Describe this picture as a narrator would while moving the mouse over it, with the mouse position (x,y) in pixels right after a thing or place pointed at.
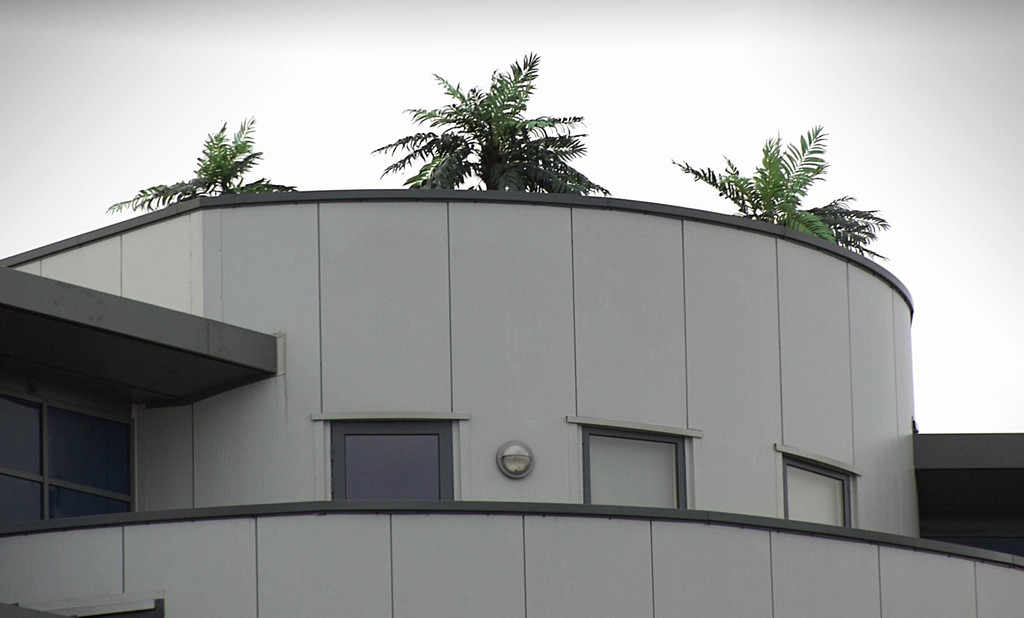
Here we can see a building (300,530). To this building (700,475) there are glass windows (371,479). Background (612,55) we can see trees (515,68) and sky (610,39).
